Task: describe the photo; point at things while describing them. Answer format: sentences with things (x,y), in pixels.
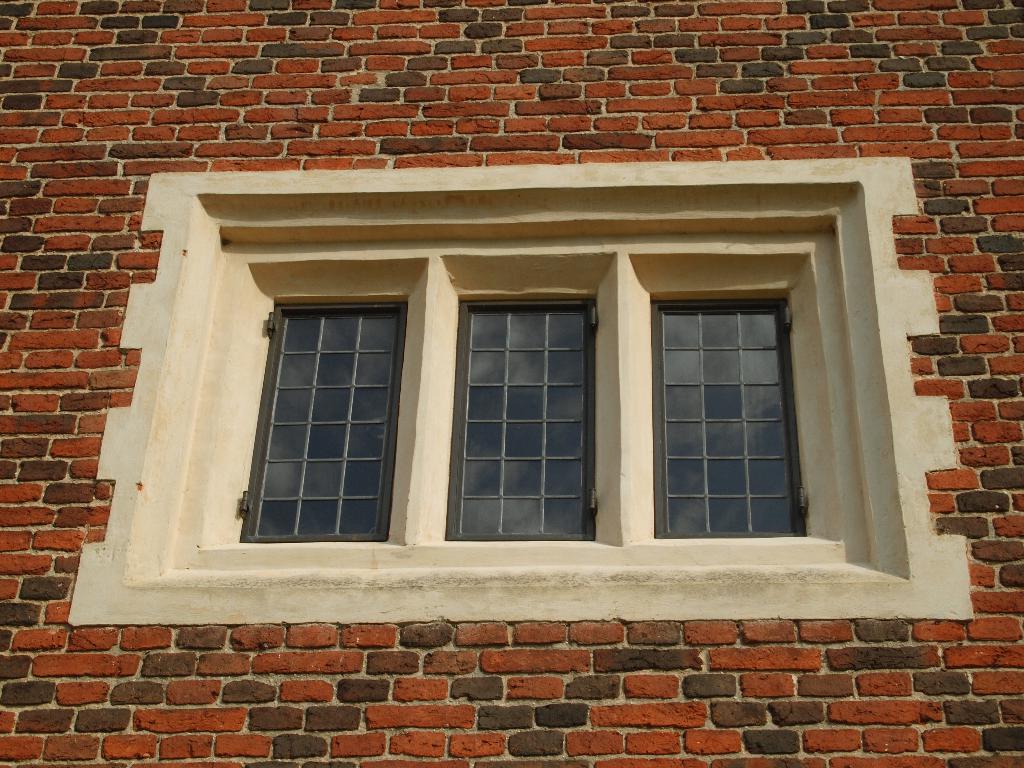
In this picture we can see a wall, windows (400,356) and metal rods (703,439), in the mirror reflection (314,455) we can see clouds (480,467).
